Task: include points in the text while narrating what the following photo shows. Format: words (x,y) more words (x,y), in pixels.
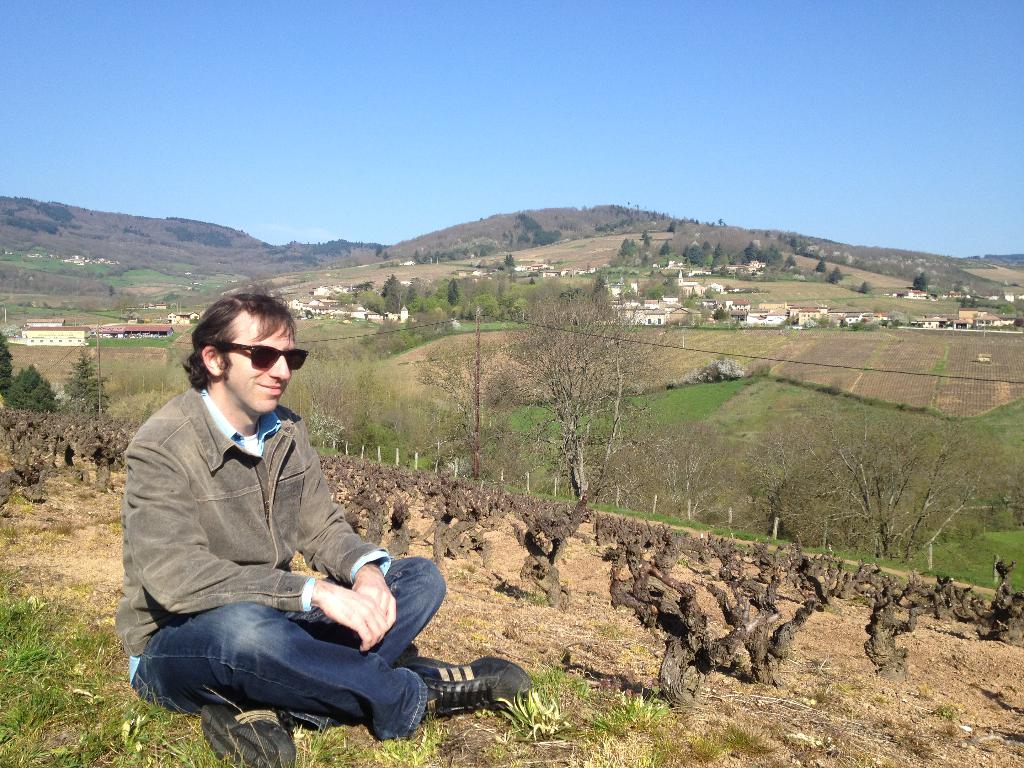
This picture is clicked outside. On the left (238,489) we can see a person (267,385) smiling and sitting on the ground (462,763) and we can see the green grass (44,708), trees (717,362) and the dry stems (34,415) and some other objects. In the background (354,151) we can see the sky (317,177), hills (50,235), houses (699,308) and many other objects (715,297).
